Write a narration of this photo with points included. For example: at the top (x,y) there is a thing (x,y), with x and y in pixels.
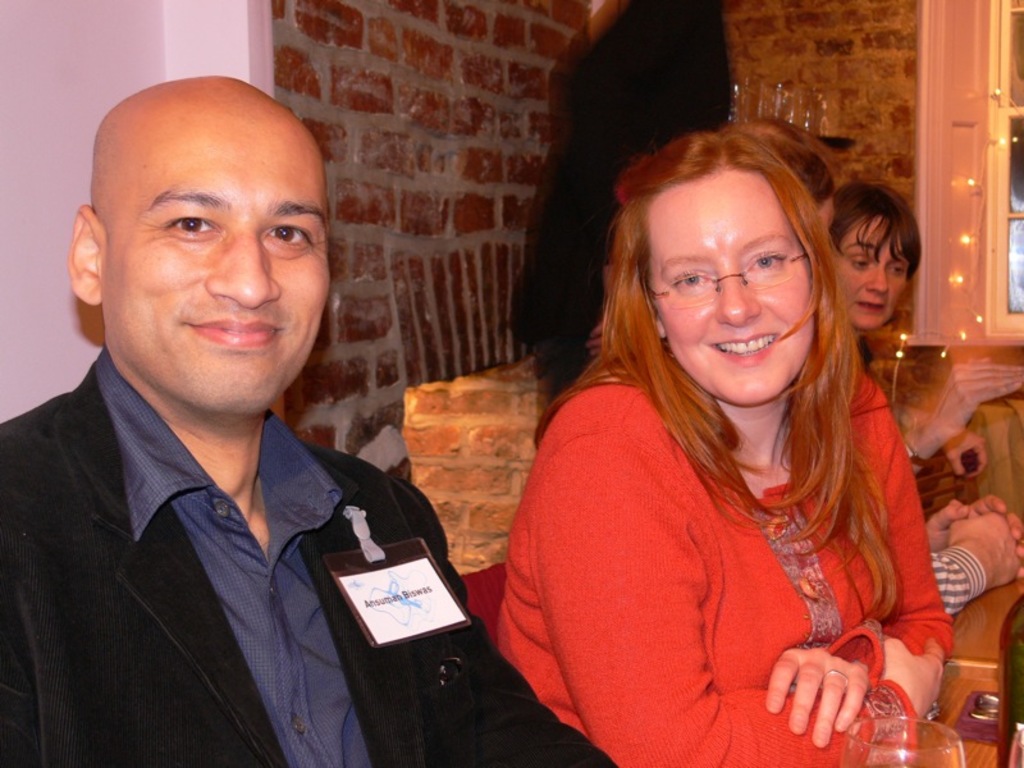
In this image we can see men (100,675) and women (827,594) are sitting. The man (272,460) is wearing a blue shirt (273,713) and black coat (441,643) and the woman (721,630) is wearing red color top (751,615). We can see wooden surface (970,689), bottle (1014,695) and glass (920,735) in the right bottom of the image (1008,705). In the background of the image (569,234), we can see a person (555,212), wall (424,180), glasses (771,100) and window (990,55).
